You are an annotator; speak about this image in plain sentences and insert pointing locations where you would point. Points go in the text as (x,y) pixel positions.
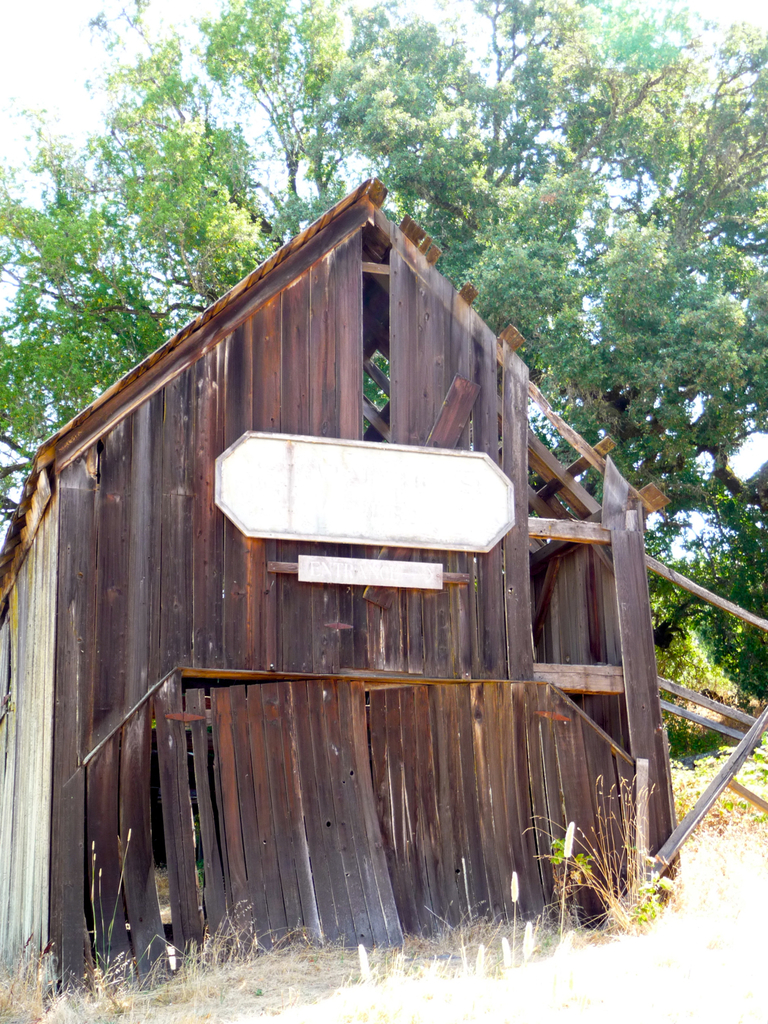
This image is taken outdoors. In the background (528,332) there are a few trees (590,364) and plants (697,686) on the ground (306,985). In the middle of the image (329,408) there is a wooden hut (132,673) with a few wooden sticks (605,684). There is a board (325,578) with a text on it. At the bottom of the image (259,992) there is a ground (357,963) with grass (633,913) on it. At the top of the image (69,43) there is the sky (186,38).
